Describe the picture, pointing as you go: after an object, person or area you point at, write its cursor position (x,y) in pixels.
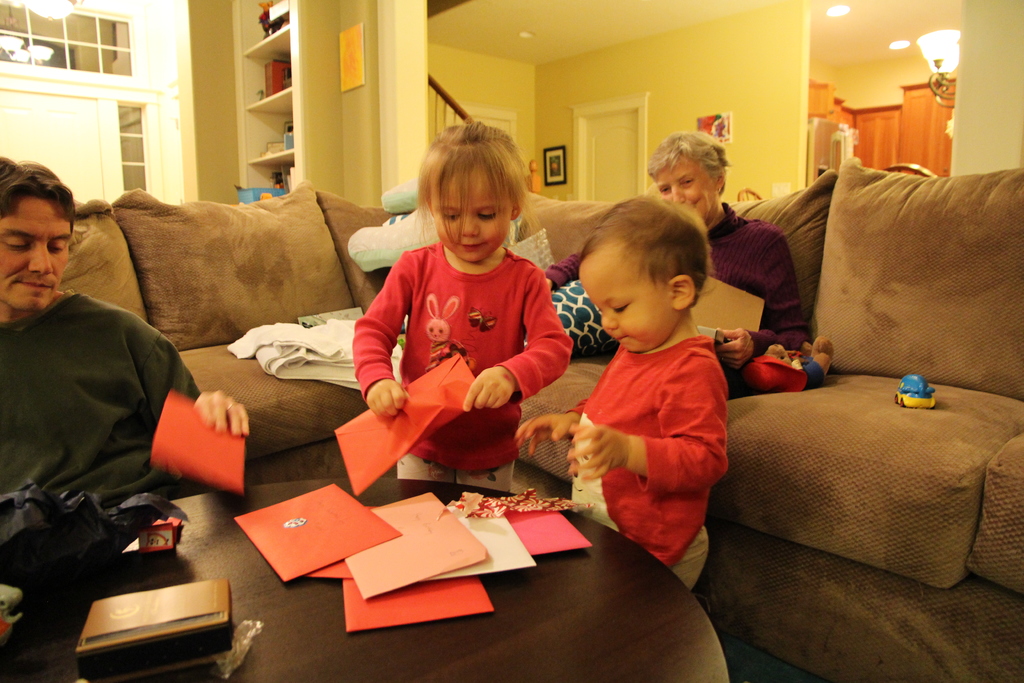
In the image we can see there are two kids (630,365) standing and one of them is holding an envelope (378,463) in her hand (497,398). There are people (723,280) sitting on the sofa (853,326) and there are toys (777,387) on the sofa (767,440). Behind there is a wall (737,99) which is in yellow colour.
